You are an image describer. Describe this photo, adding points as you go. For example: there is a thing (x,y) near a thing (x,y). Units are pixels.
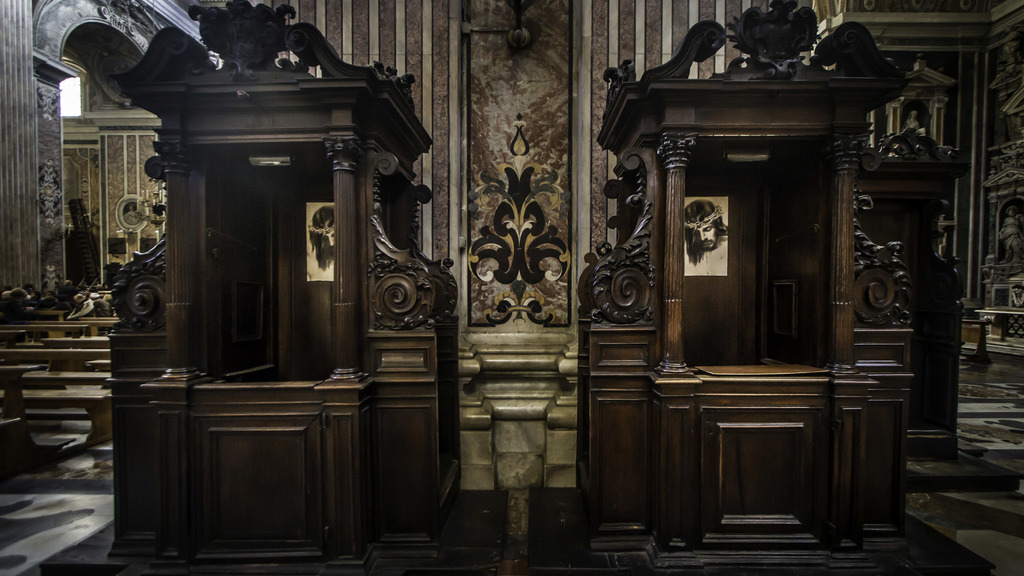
In this image we can see confessional booths (715,360), benches (55,362), statues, arch (106,11), wall (528,192), flooring (976,373) and window (70,89).
